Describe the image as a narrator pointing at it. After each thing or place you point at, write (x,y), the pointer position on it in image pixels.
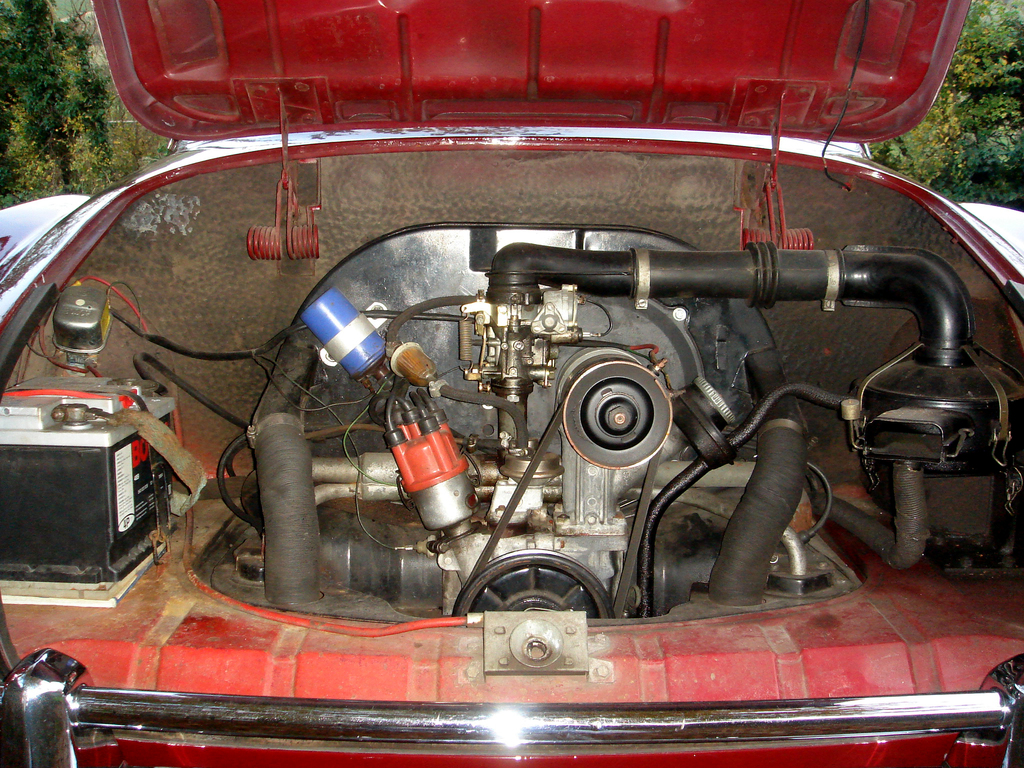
In this image we can see the inside part (445,424) of the car (512,372), when the hood (384,74) is opened. In the middle (531,497) we can see there is a motor (481,463). On the left side (164,475) there is a battery (112,460). Beside the motor (486,444) there are pipes (767,500). In the background (105,113) there are trees (975,111). In the middle (397,450) there is an engine (537,586) of the car (384,458).
